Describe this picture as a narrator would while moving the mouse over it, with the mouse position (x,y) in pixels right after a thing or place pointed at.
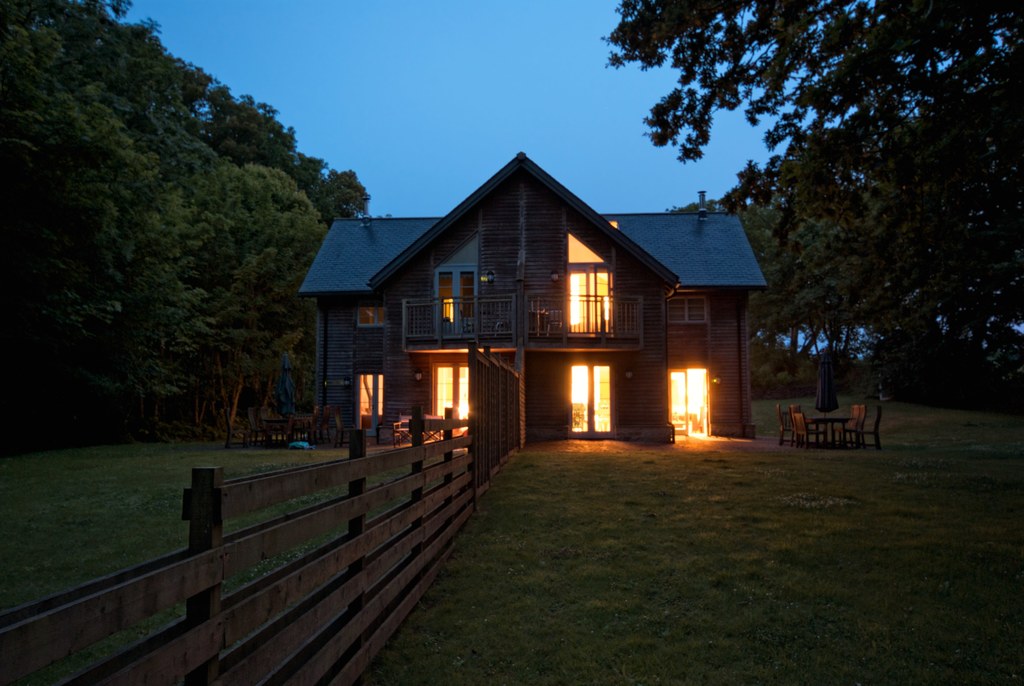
In the image there is a wooden house (565,395) and there is a fencing (491,432) that is separating the houses (443,295) into two parts and there are two dining tables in front of the houses (415,356) and around the houses (524,195) there is a beautiful garden (687,460) with plenty of trees (75,113).
